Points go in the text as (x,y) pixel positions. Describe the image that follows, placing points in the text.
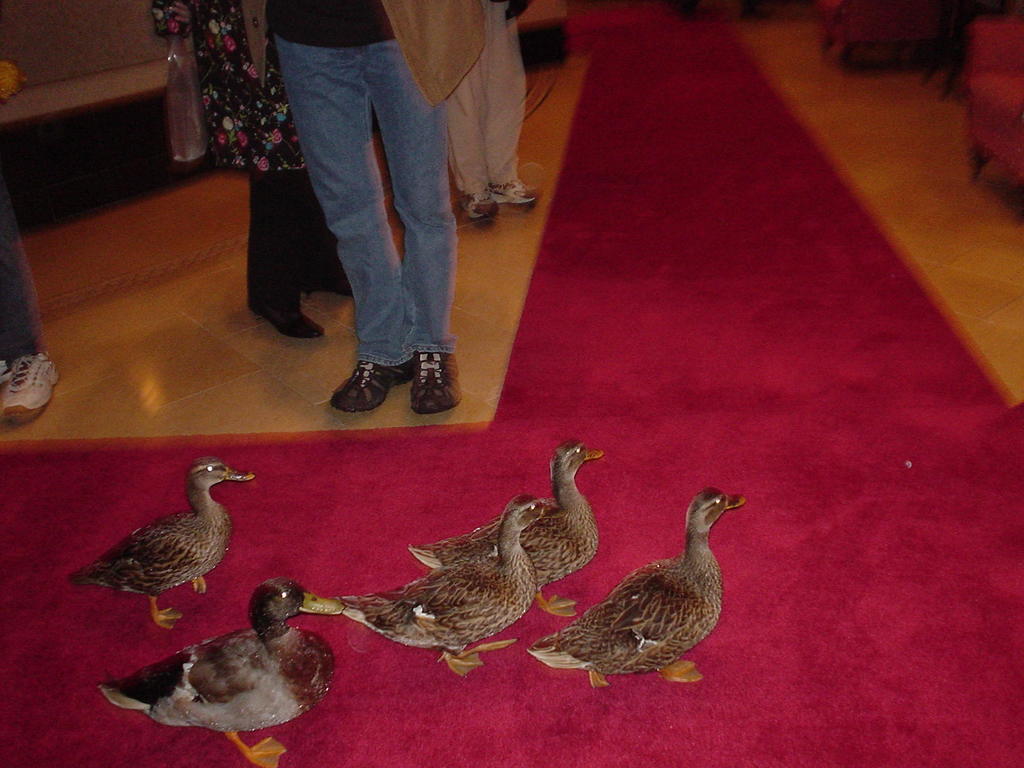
In this image we can see a group of ducks (503,536) and some people (343,405) standing on the floor (386,575). On the right side (999,177) we can see some chairs (1008,159).
